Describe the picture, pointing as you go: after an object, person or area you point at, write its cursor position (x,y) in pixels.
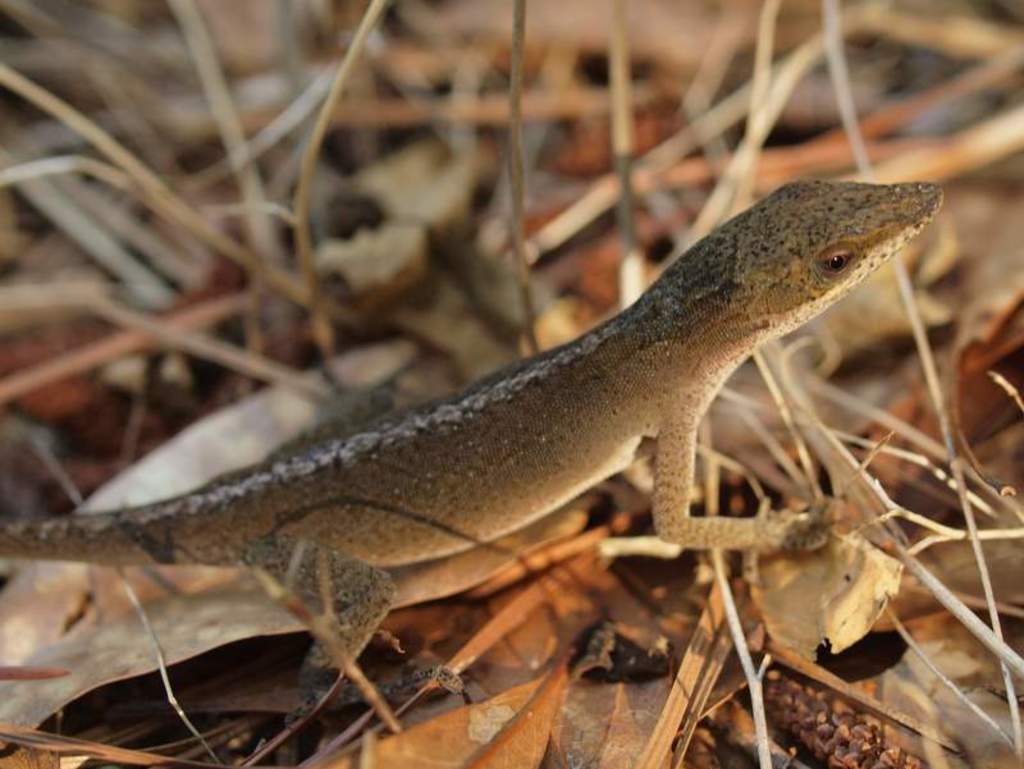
There is an animal (445,436) on dried sticks (523,597) and leaves (677,602). In the background (446,154) it is blurred.
